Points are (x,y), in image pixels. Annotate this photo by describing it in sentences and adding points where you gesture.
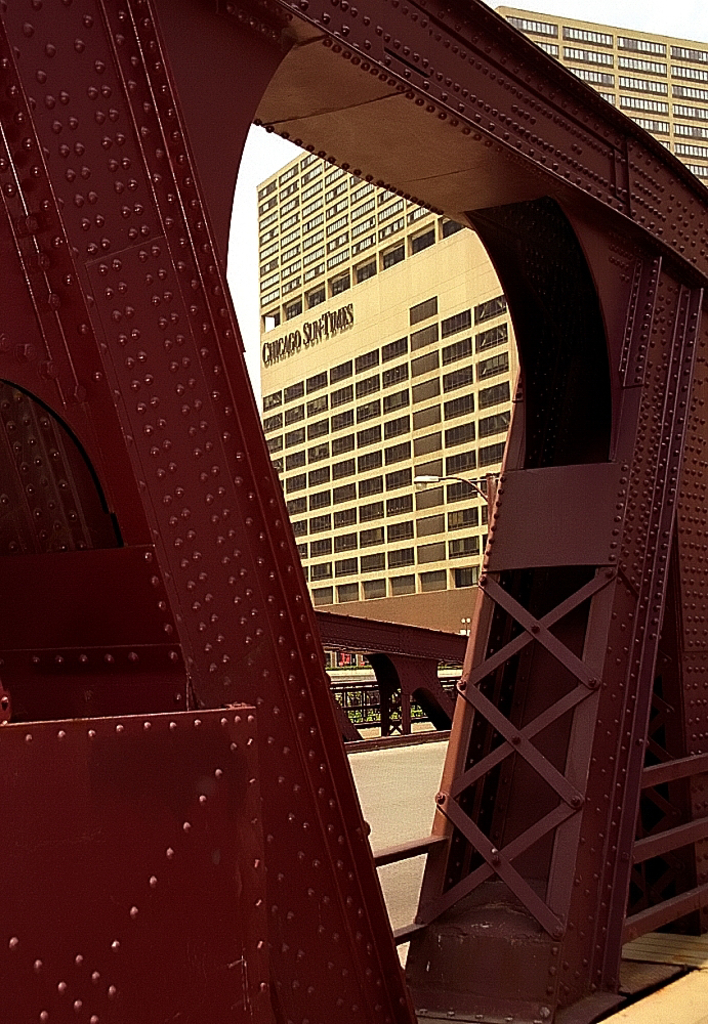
In this image I can see there is iron frame (224,276), there is a building (375,413) in the backdrop (346,276) and it has windows (376,514) and the sky (269,143) is clear.
